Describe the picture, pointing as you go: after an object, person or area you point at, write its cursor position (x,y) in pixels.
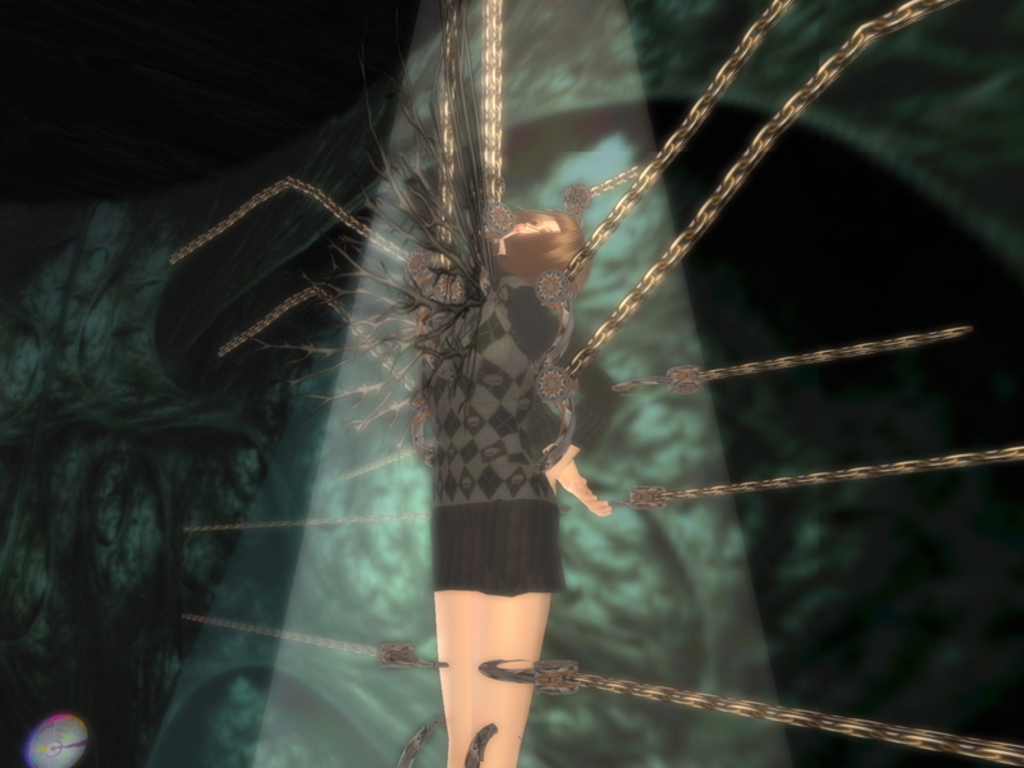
Here in this picture we can see an animated image of a woman (471,602) standing and she is tied with chains (566,299) present over there.
